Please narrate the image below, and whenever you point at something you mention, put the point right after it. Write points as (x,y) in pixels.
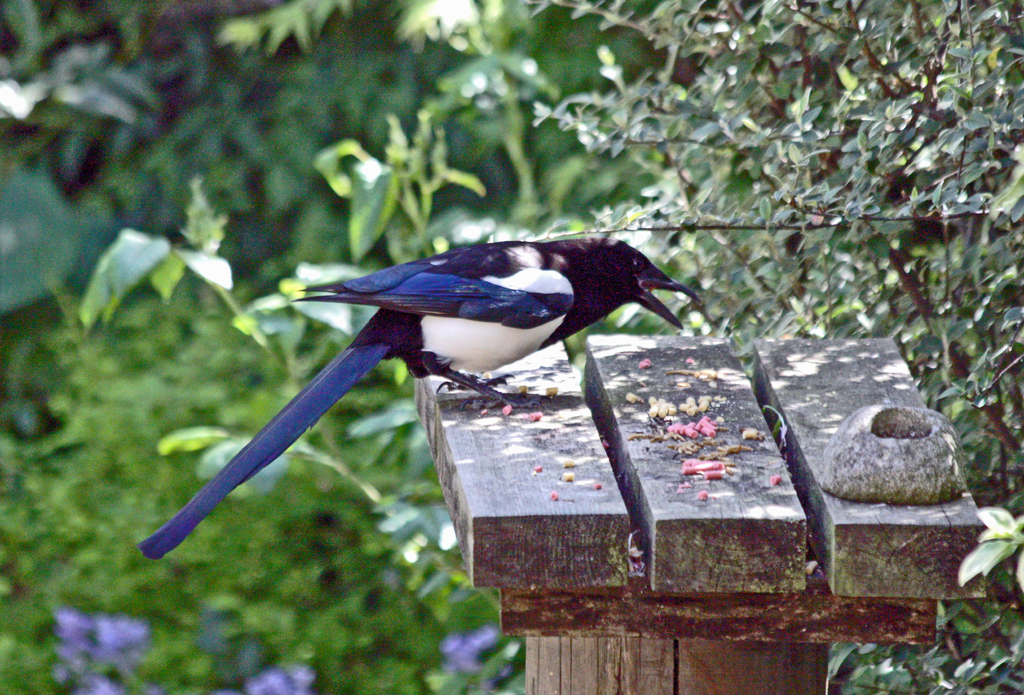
In this image there is a bird (615,279) on a wooden object (638,447). Background (388,534) there are plants (360,237) having leaves (727,110). Bottom of the image (200,639) there are plants (213,650) having flowers (94,649).
